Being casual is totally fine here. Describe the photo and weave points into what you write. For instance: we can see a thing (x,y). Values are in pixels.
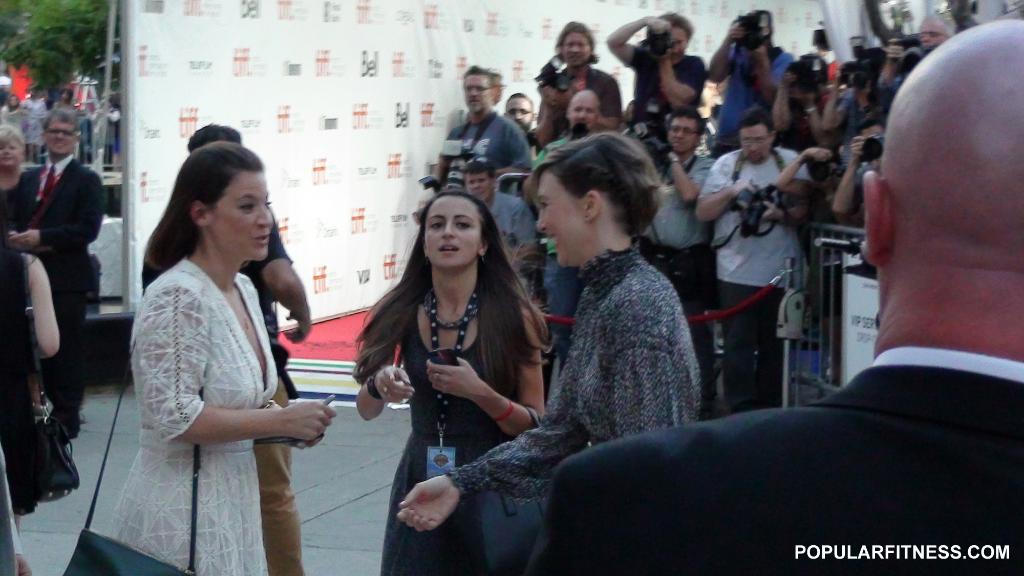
In this picture I can see there is a person (872,459) standing at right side (868,458) and he is wearing a blazer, and there are three women (175,400) next to him and there are few more people (30,92) standing at left (60,412). There are few people (690,131) at right (732,129) holding cameras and there are trees (54,30) in the backdrop (60,55). There is a logo (895,547) at the right bottom of the image (912,554).
